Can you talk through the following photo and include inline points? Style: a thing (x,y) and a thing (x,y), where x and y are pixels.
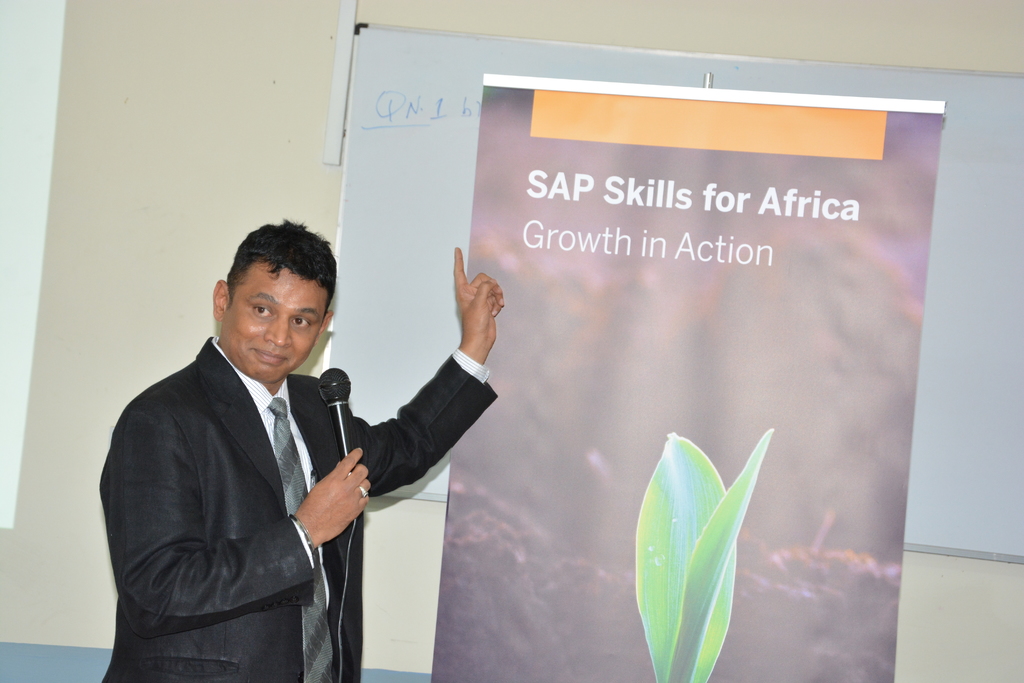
In this image we can see one person (443,429) holding a microphone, after that we can see some written text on the board (763,386), beside that we can see the wall (203,26).
